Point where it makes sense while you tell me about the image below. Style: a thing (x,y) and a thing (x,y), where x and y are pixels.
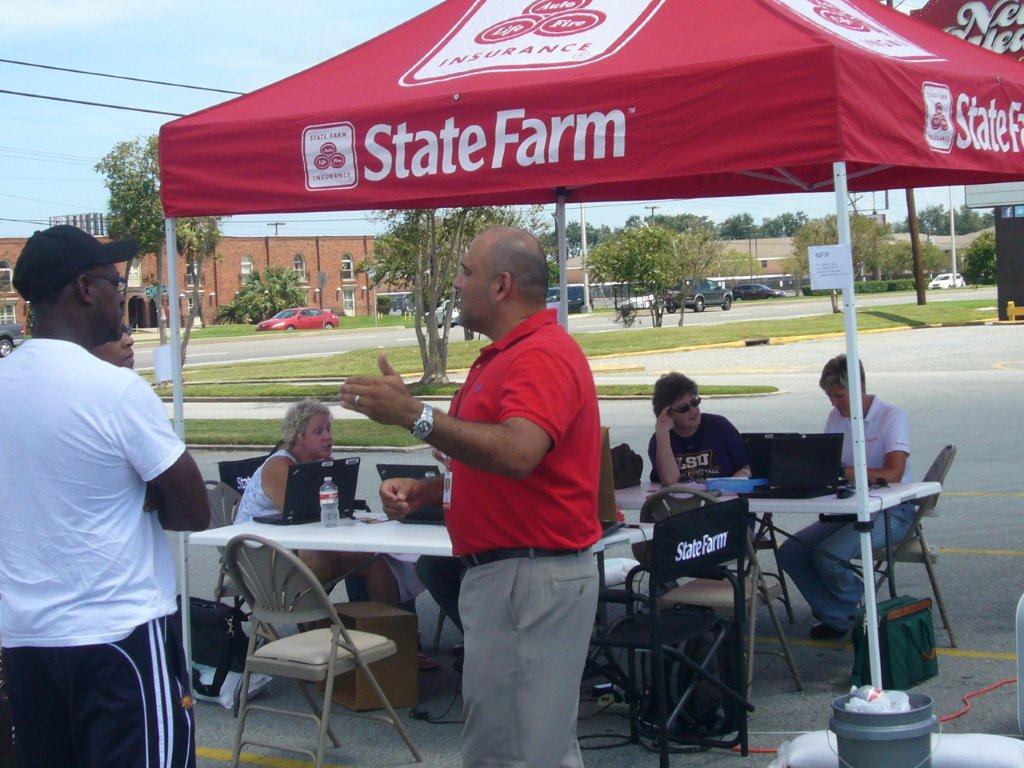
Here we can see a man (579,382) standing on the road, and at back (662,383) a group of people (684,392) are sitting on the chair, and in front (798,459) here is the table (645,486) and laptops (766,475) on it, and at back (645,262) here are the trees (674,273), and here is the grass (600,333), and here is the building (241,285), and at above here is the sky (216,40).
